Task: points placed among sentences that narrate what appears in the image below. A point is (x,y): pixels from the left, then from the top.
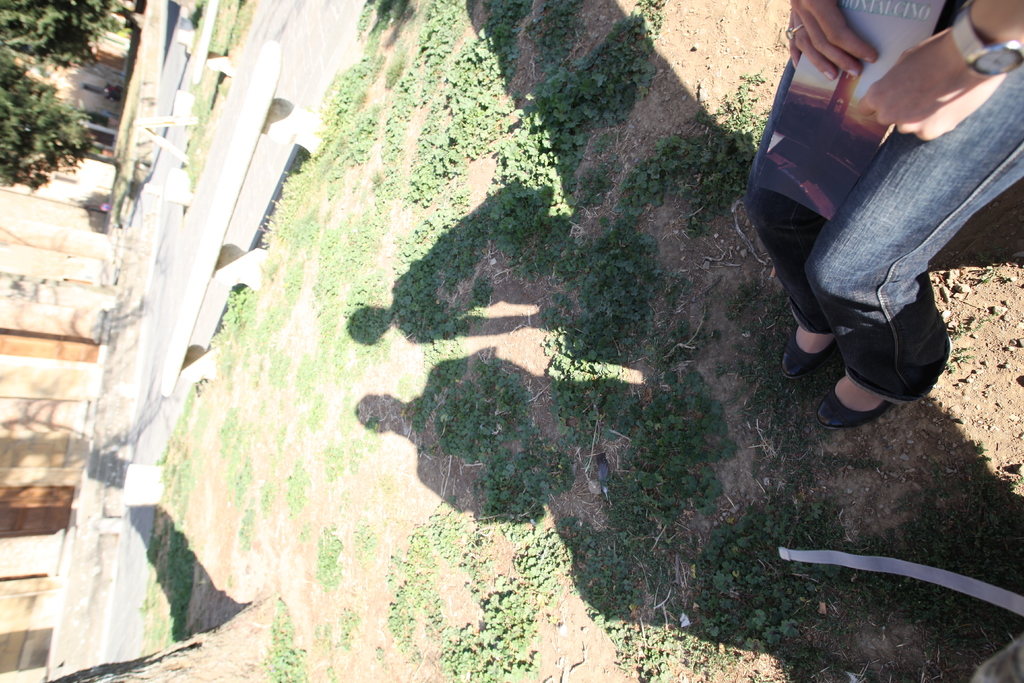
Here we can see shadow (554,383) of two persons (519,490) on the ground (543,591) and there is a person (870,291) holding a book (832,202). In the background (21,54) we can see trees (13,122), benches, and a wall (22,417).
